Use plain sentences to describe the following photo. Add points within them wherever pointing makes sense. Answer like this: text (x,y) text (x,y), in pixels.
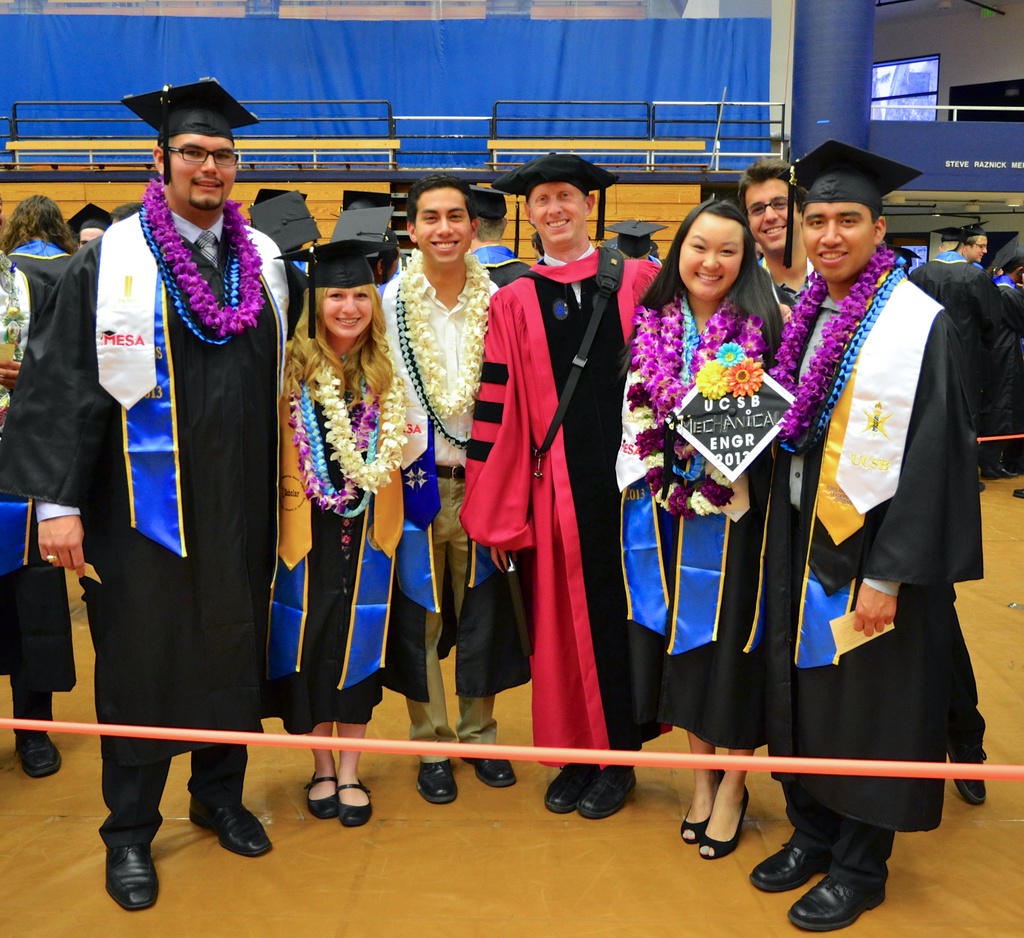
This image is taken during the convocation time. In this image we can see the men (553,270) and women (744,294) standing on the floor (588,873) and smiling. We can also see a few people (199,230) wearing the garland (472,378). In the background (103,230) we can see the persons (976,265). We can also see the blue color curtain (545,80), screen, fence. At the bottom (981,772) we can see some tube (963,767).
